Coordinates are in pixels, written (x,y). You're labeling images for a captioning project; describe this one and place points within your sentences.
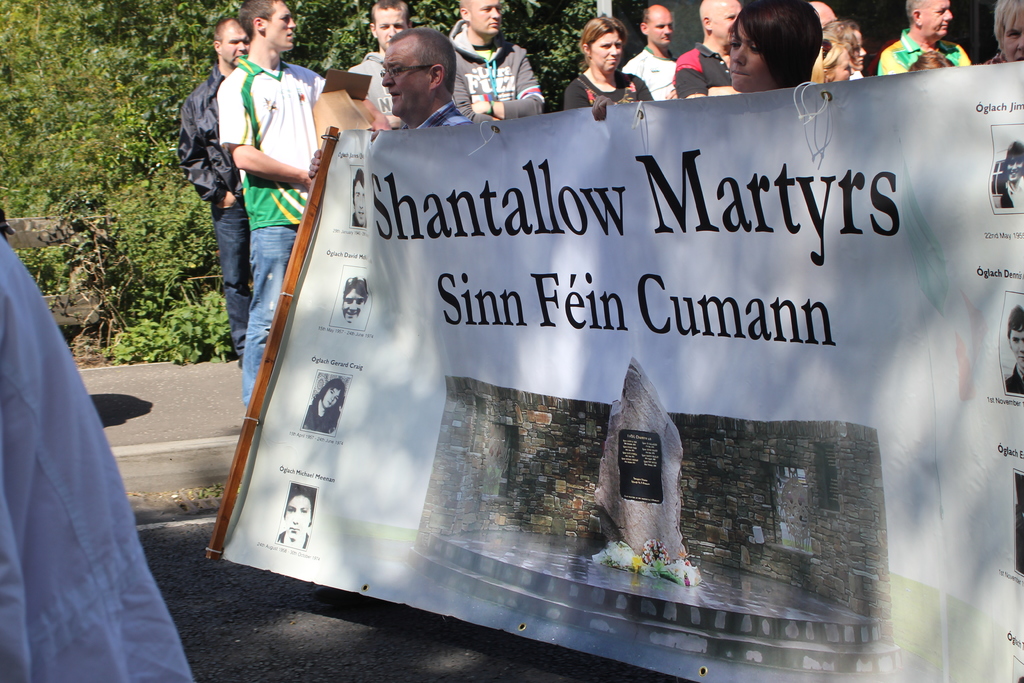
In this image we can see a group of people (707,55) and few people (735,61) are holding a banner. On banner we can see photos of few persons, an object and some text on it. There are many plants (106,199) in the image. There is a road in the image.
